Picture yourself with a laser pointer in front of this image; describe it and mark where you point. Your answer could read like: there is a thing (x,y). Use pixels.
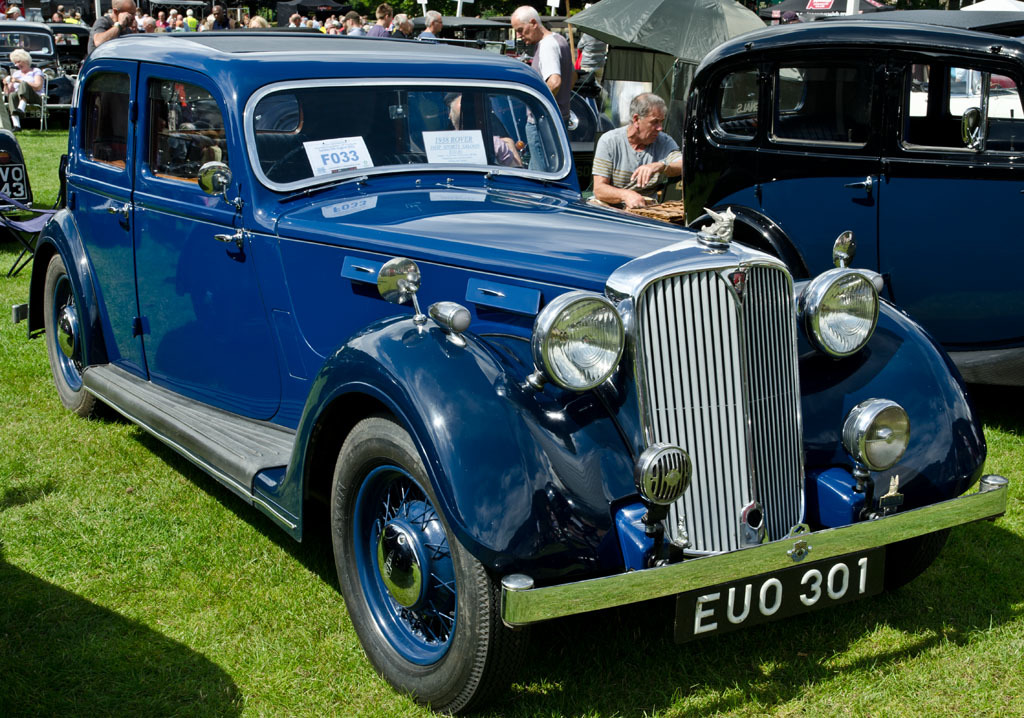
In the picture I can see vehicles (580,388) on the ground (99,527). In the background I can see people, grass (137,436) and some other things.
